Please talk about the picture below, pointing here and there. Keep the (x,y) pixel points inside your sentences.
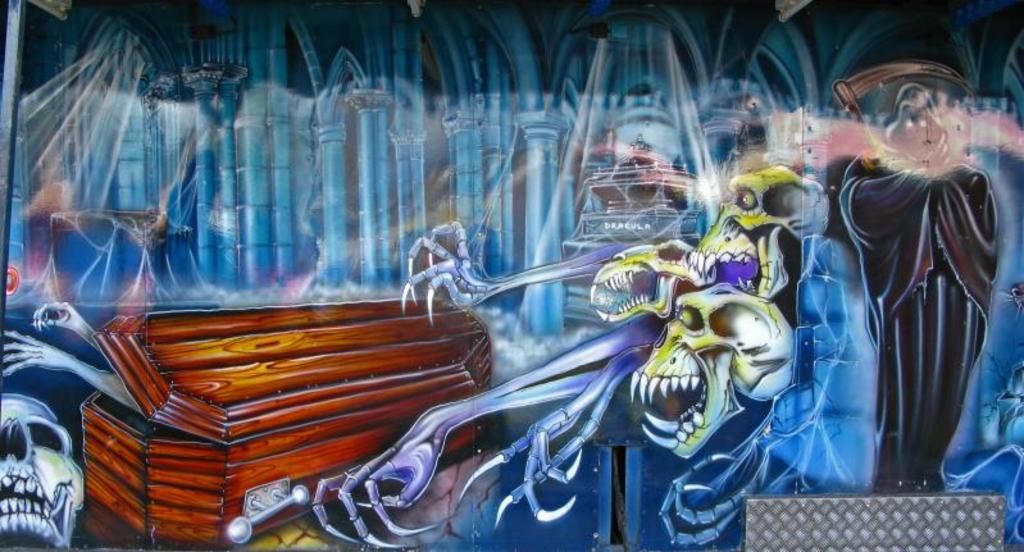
In the picture I can see a wooden box (298,505) on the left side (233,360) and I can see the skeleton hands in the wooden box (191,416). I can see the skulls (641,309) and skeleton hands (515,402) on the right side (774,322). I can see a person (895,260) wearing a black coat (991,247) on the right side (935,372) and looks like a there is a weapon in the hands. In the background (390,181), I can see the pillars (274,249) and curtains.
